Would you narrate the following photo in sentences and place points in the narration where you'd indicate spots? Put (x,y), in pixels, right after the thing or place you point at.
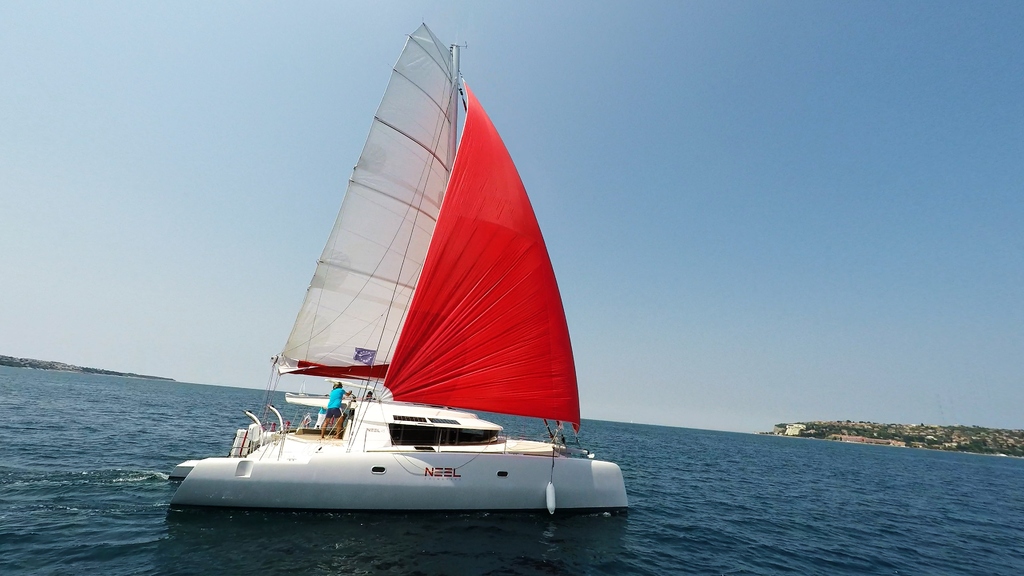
In the picture we can see a sailboat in the water (20,405) and the boat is white in color and far away from the boat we can see an island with plants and houses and in the background (900,170) we can see the sky (355,37).
